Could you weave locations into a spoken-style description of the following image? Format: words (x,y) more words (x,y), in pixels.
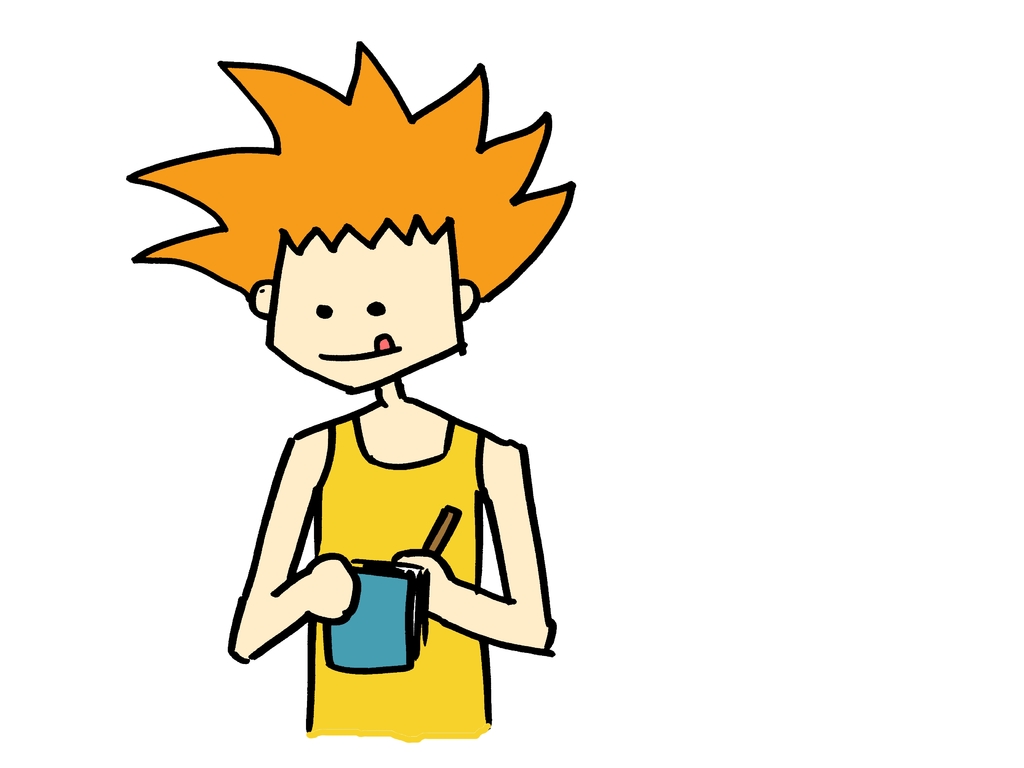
Here we can see a cartoon image and the person (433,328) is holding a notebook (396,593) and an object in his hands (440,575).
